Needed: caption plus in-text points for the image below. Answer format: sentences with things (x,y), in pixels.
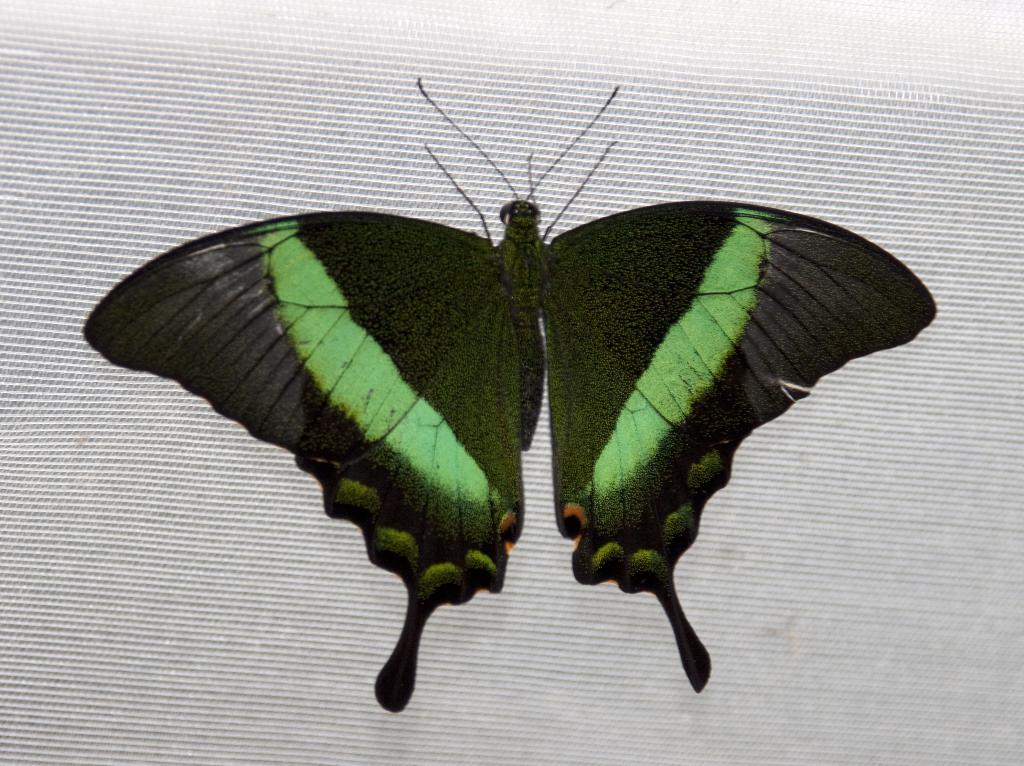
This is a zoomed in picture. In the center (604,447) we can see a black color butterfly (219,393) on a white color object (558,111) which seems to be the window blind (306,209).
